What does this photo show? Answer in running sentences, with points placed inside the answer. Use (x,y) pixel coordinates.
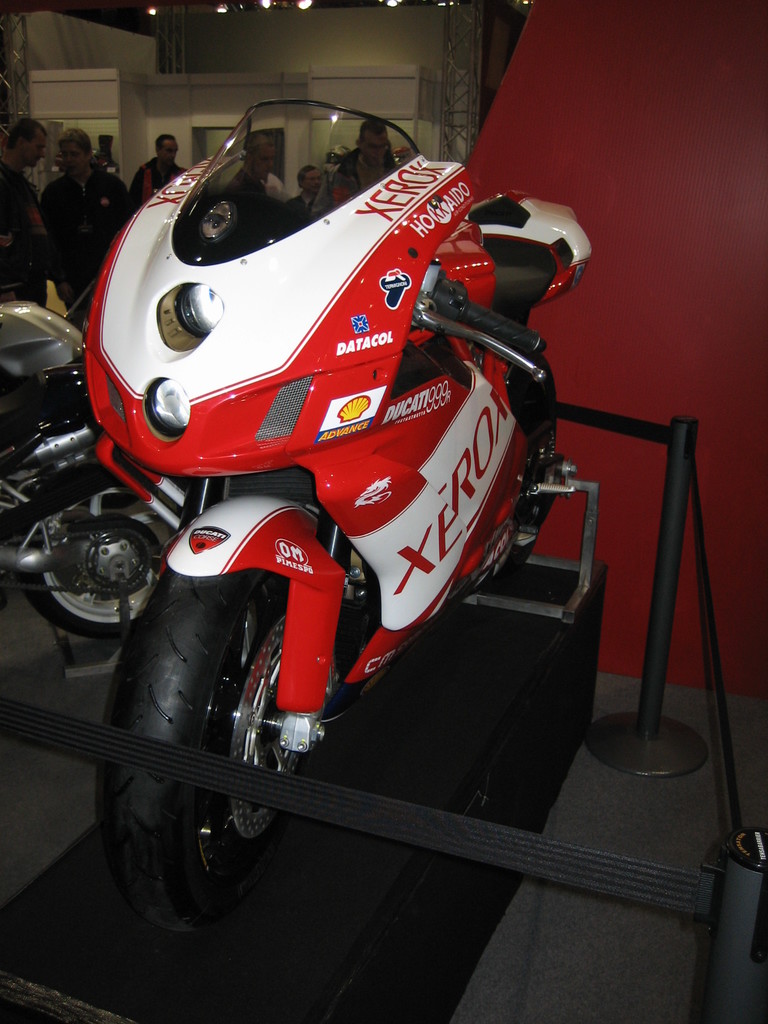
In the foreground of the picture (315,464) there is a bike (363,612) placed on a stand (517,617). On the left (52,417) there is another bike (34,340). In the background (132,158) there are people (350,176), lights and a construction (226,121).
